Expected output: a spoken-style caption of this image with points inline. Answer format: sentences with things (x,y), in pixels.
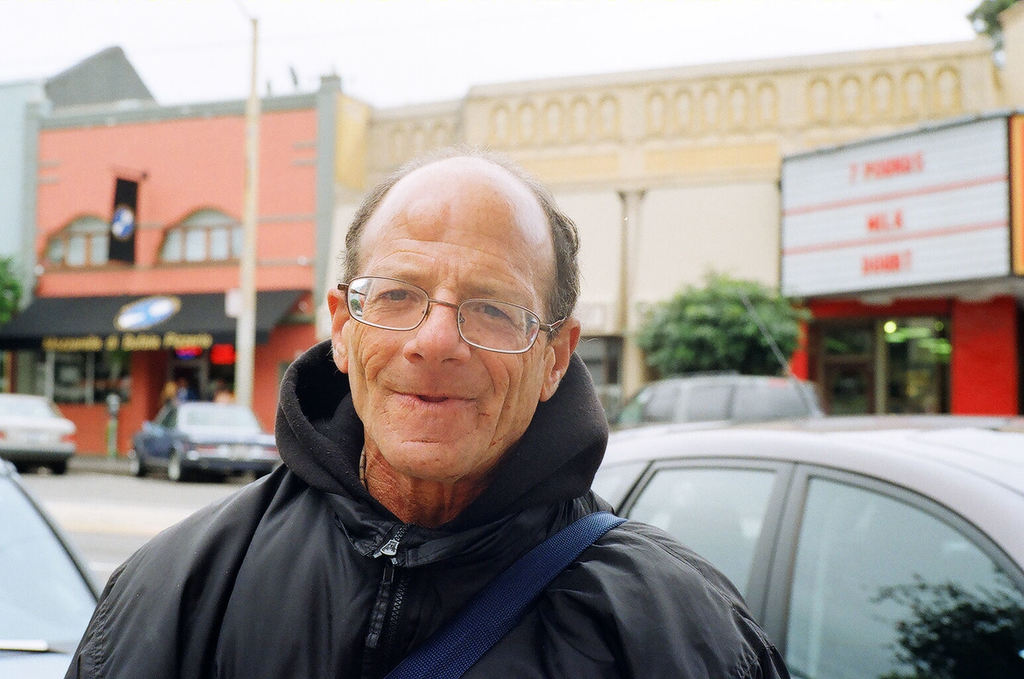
In the image there is a man (336,436), he is smiling and he is also wearing spectacles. Behind the man (124,566) there are few cars (786,384) and buildings (370,152), in the background (509,22) there is a sky (588,50).
